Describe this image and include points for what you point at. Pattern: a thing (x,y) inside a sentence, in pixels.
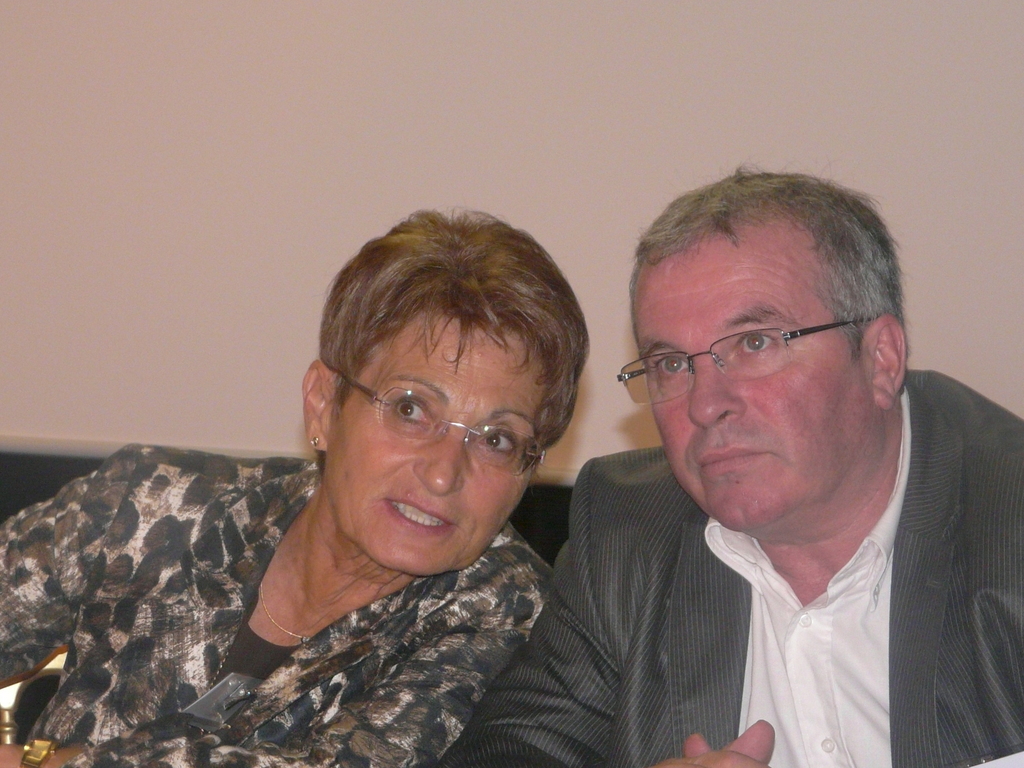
In the image we can see a man (744,607) and a woman (439,675) wearing clothes (542,666), and spectacles (478,430). The woman (429,483) is wearing a neck chain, ear stud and a bracelet (39,751) in her hand (53,752). This is a wall (208,156).
